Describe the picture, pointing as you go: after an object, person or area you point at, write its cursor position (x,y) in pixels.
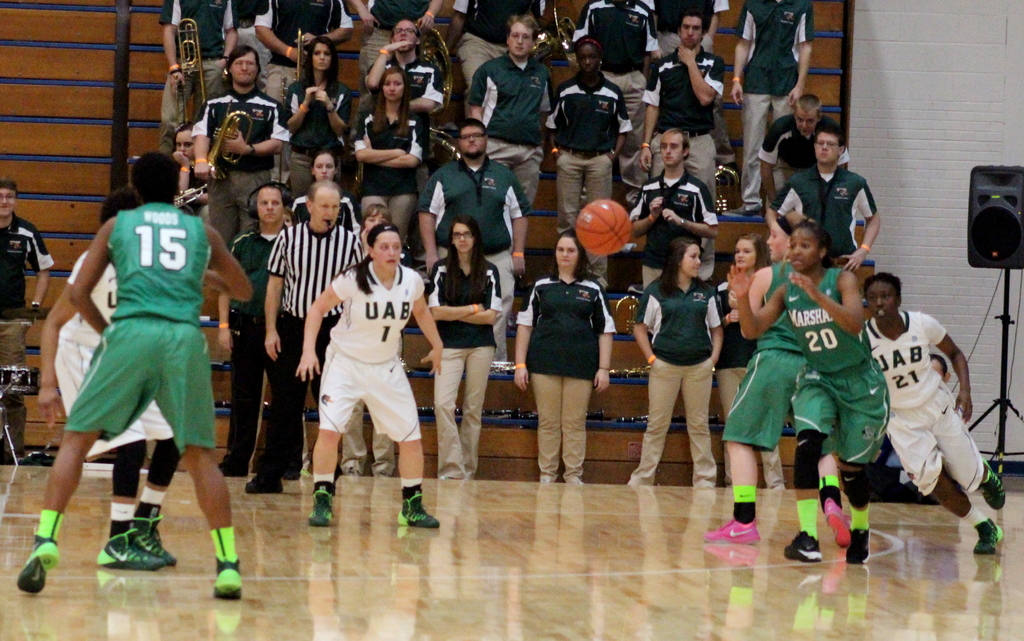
In this picture I can observe women (360,372) playing basketball in the court (528,575). I can observe green and white color jerseys (151,274). In the middle of the picture (600,233) there is a basketball (606,232). In the background (448,275) there are some people (448,256) standing and watching the game.
